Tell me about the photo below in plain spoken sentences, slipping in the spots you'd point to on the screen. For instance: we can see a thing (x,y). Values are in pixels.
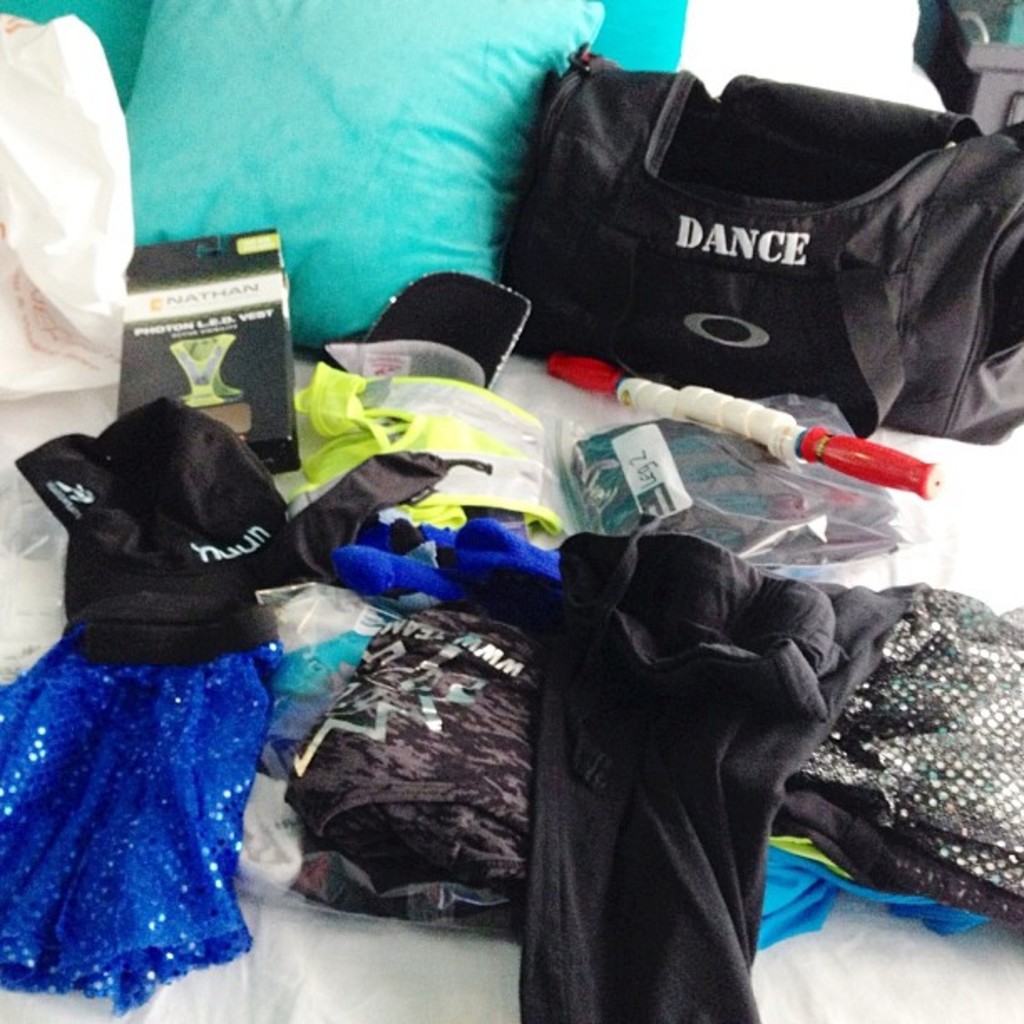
This picture shows few clothes (675,699) and a box (135,391) cap (221,477) and a bag (635,266) couple of pillows (187,147) and a carry bag (71,282) on the bed (948,970).
